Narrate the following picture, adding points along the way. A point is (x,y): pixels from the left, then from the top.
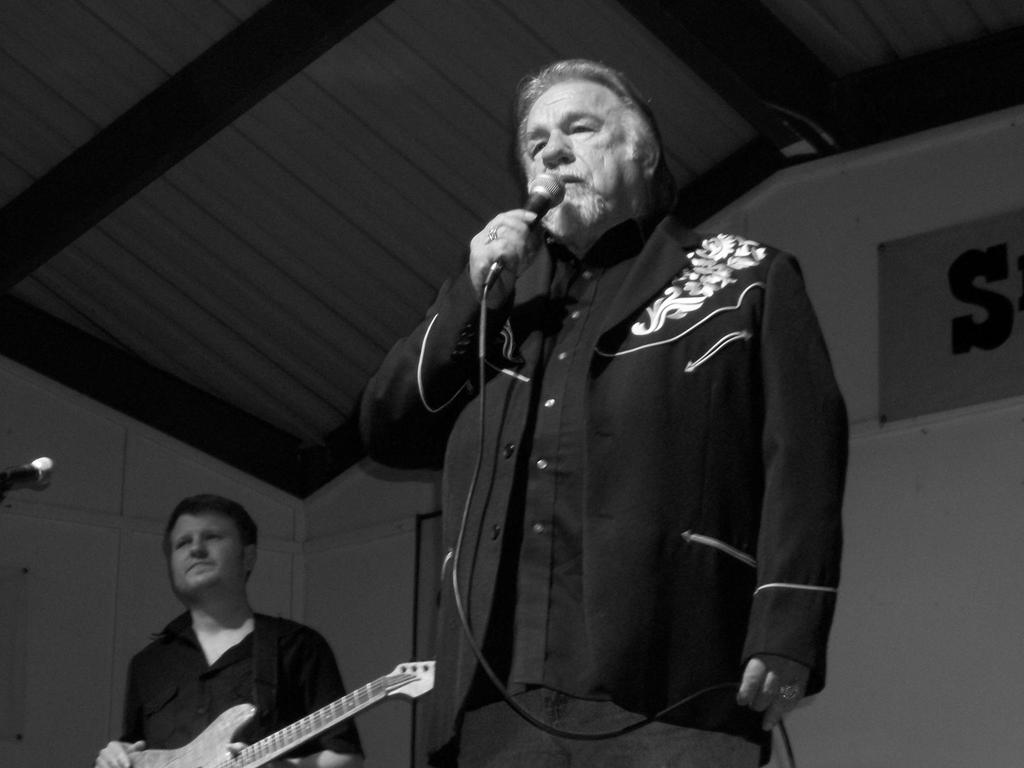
In this image, a old human (590,375) is holding a mic (536,203) on his hand (517,230). Bottom, we can see another man (217,663) is holding a guitar (269,739). We can see left side (37,480), there is a mic (17,478). And background (913,394), some board (874,408), banners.
